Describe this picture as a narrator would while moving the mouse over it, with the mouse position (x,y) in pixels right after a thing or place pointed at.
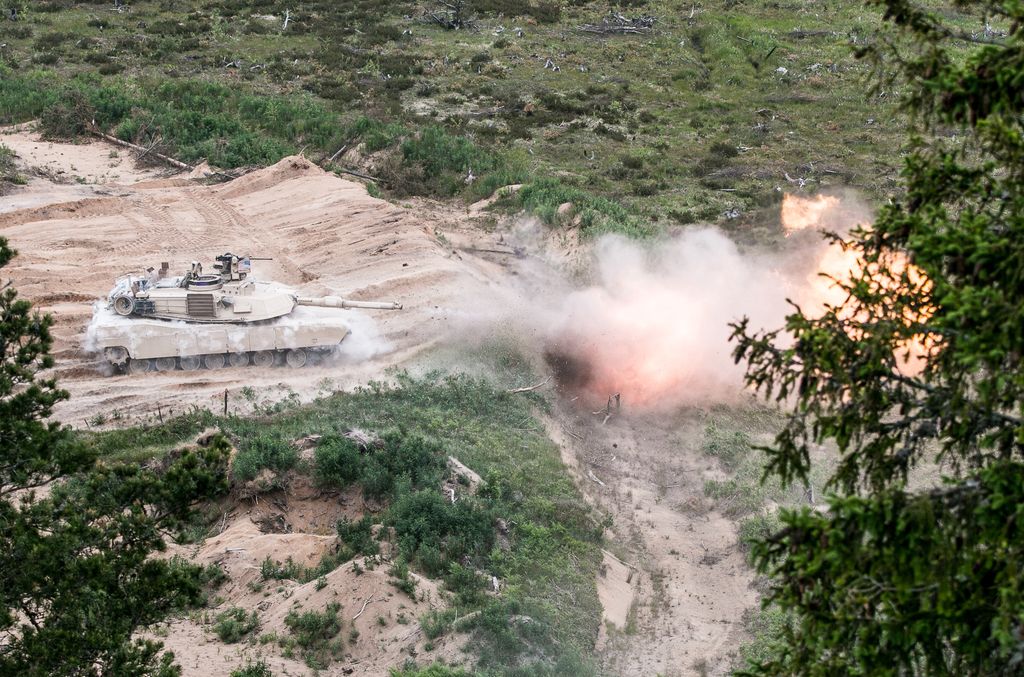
In this picture we can see trees (930,431), on the left (273,309) there is a military tanker (243,321) and sand (131,242), in the background (686,127) we can see some plants (645,135), there is fire (892,314) on the right side (856,312).
